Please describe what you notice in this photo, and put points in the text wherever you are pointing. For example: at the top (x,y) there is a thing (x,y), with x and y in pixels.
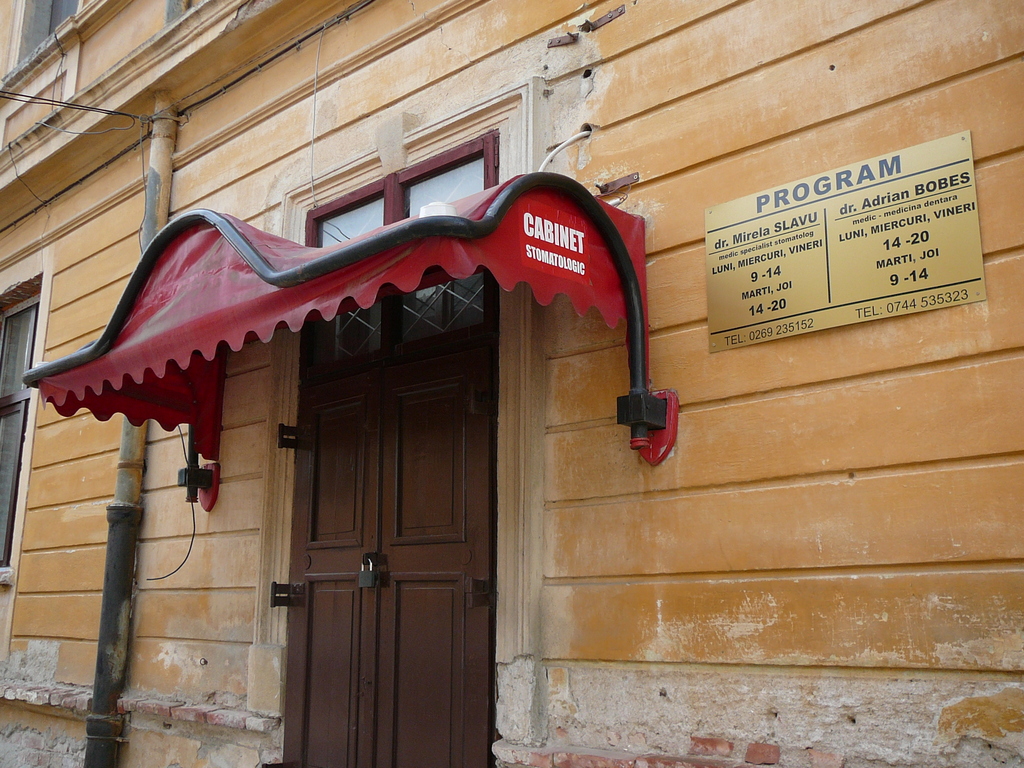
In the image we can see there is a door (373,602) on the building (805,69) and there is lock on the door (340,649).
